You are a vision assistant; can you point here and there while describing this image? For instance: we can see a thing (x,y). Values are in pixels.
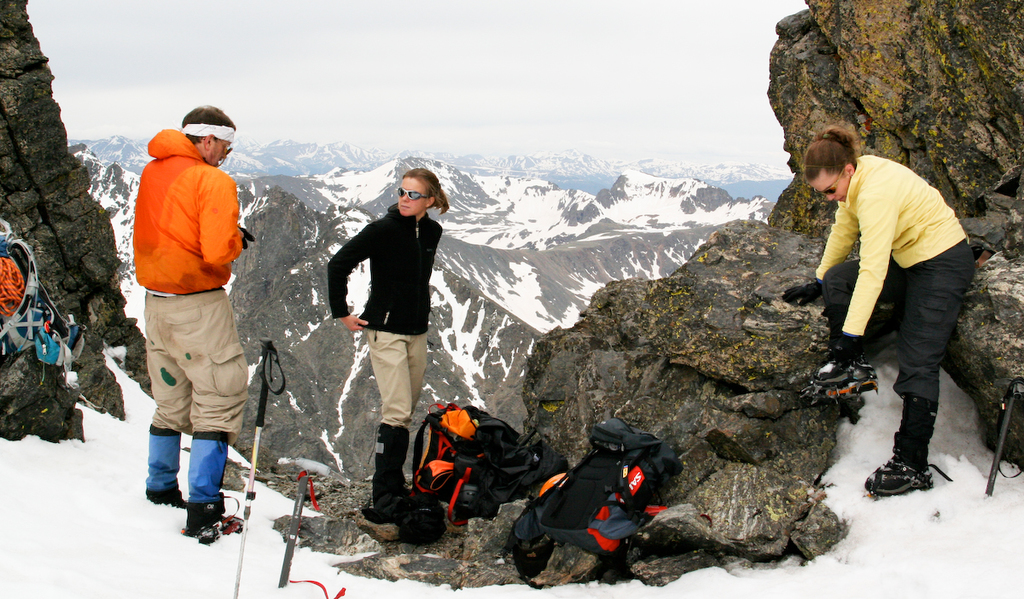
In this image I can see a person (152,256) wearing orange and grey colored dress (170,255) and two other women (388,307) wearing black, grey, yellow and black colored dress (847,296) are standing on the snow (883,361). I can see few bags (496,433) on the rocks (46,282). In the background (276,257) I can see few mountains (486,273), some snow (345,187) on the mountains (505,206) and the sky (410,64).
